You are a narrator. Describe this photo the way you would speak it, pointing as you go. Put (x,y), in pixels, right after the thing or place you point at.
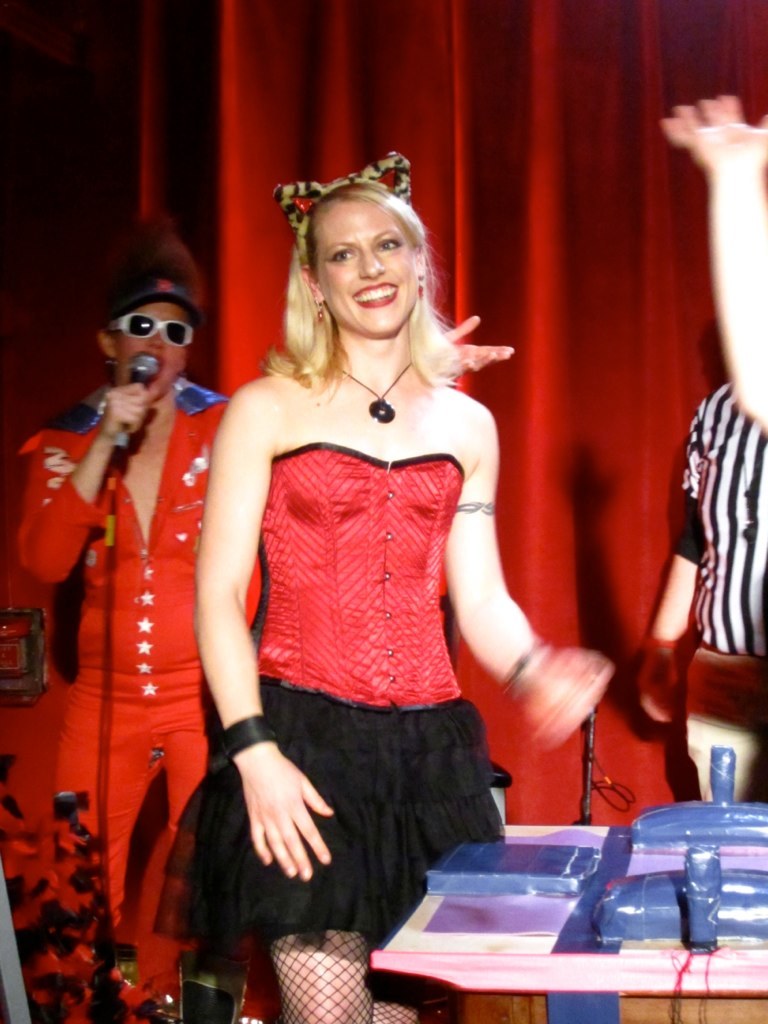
Here I can see a woman (306,388) standing and smiling. On the left side (92,619) there is another person (115,773) wearing red color dress (179,453), standing, holding a mike (139,371) in the hand (138,413) and it seems like singing. In the bottom right-hand corner (629,913) there is a table (611,974) on which few objects (638,923) are placed. Behind the table (539,941) there is a person (730,609) standing and also I can see another person's hand (739,246). In the background (483,105) there is a red color curtain (520,140).
